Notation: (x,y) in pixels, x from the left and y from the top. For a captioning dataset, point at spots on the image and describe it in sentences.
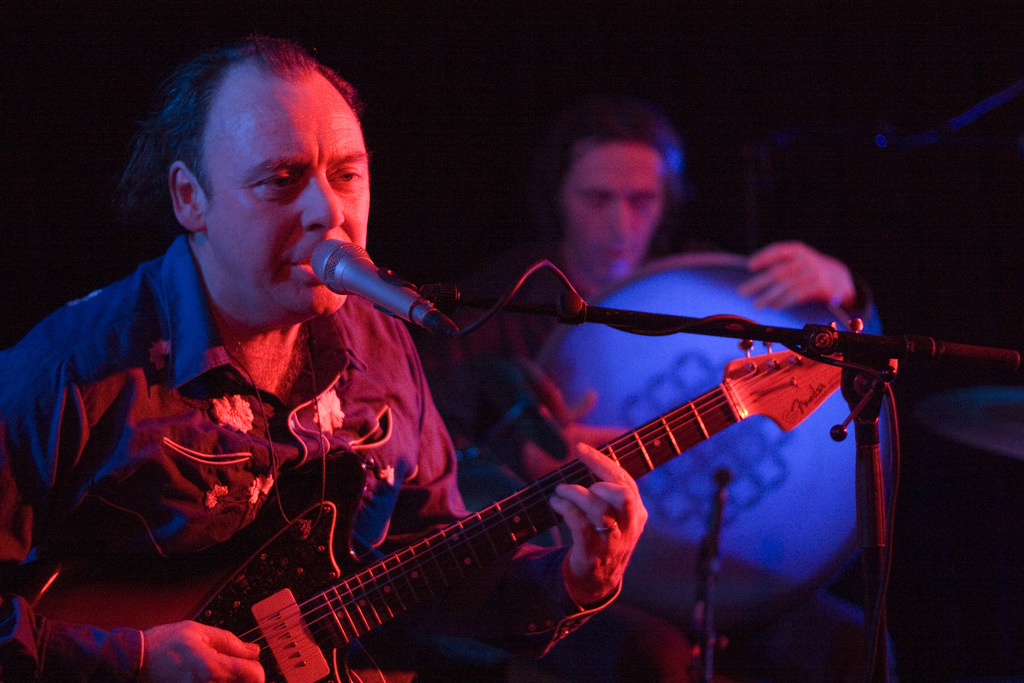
In the middle of the image (421,306) there is a microphone (405,292). Bottom left side of the image (150,572) a man (245,370) is playing guitar (399,600). Bottom right side of the image (834,625) a man (587,154) is playing a musical instrument (729,465).
